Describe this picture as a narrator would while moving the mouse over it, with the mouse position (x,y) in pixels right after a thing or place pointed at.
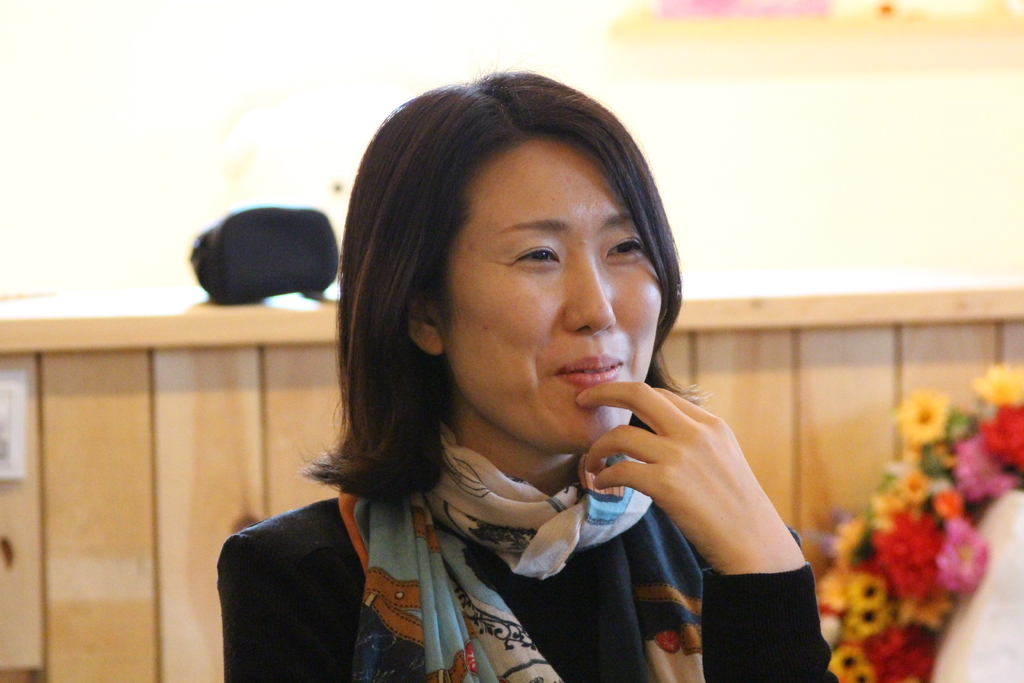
In this image I can see a person (689,393) and she is smiling. Background (169,383) is in brown fencing (187,380) and colorful flowers (962,498).
